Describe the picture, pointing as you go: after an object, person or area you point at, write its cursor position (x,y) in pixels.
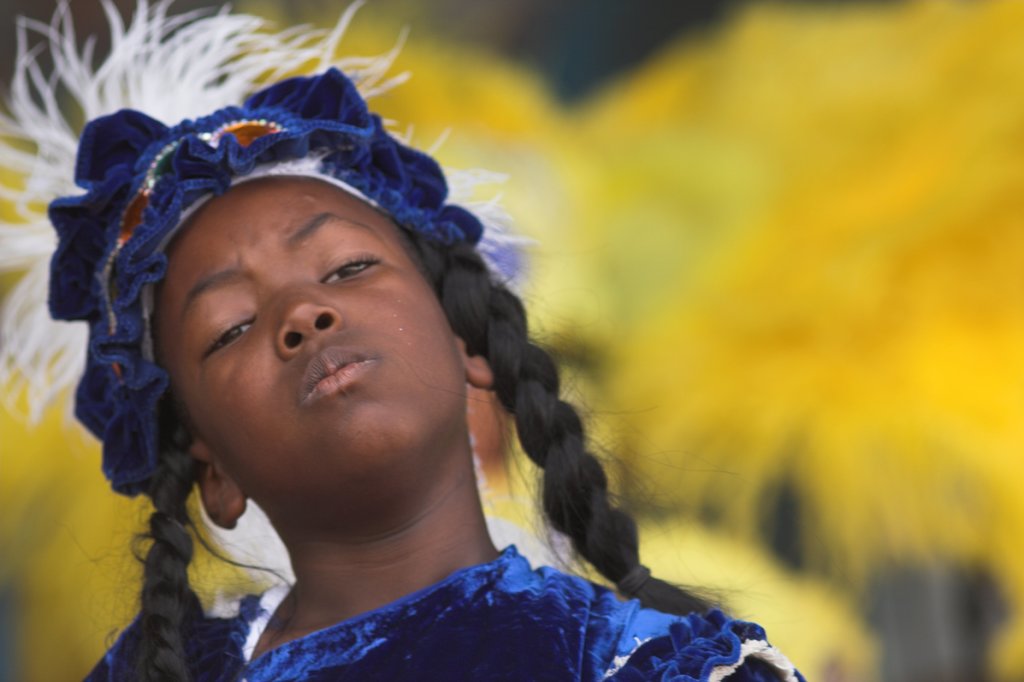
In this image we can see a girl (316,445) wearing a costume (516,642). The background (840,469) is blurry.
